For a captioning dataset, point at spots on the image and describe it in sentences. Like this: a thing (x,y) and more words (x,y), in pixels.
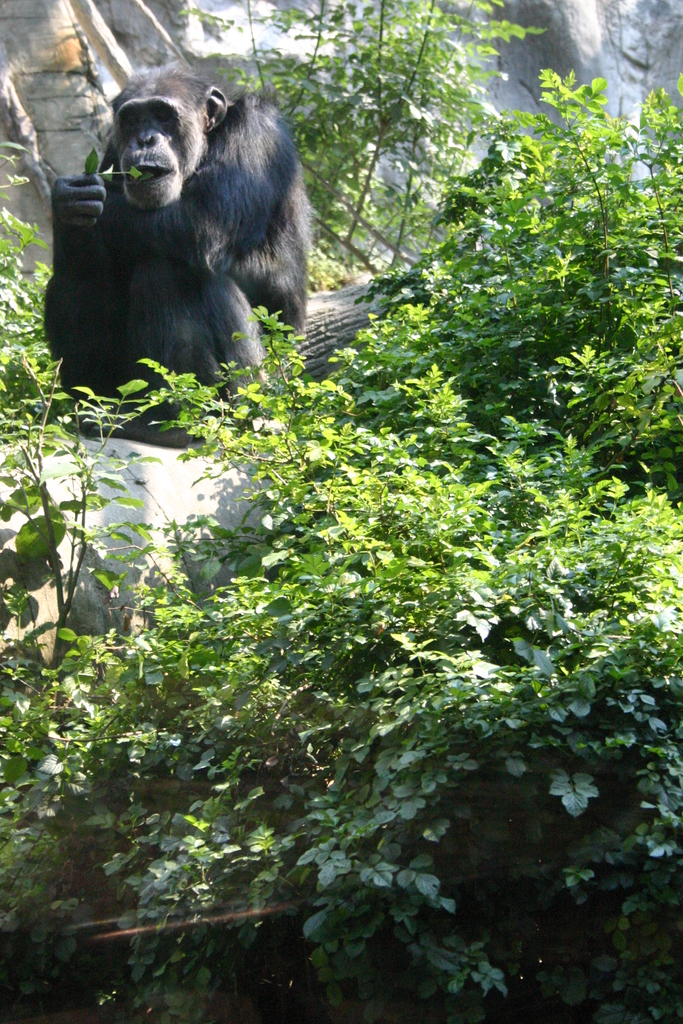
In this picture I can observe chimpanzee (94,323). There are some plants (369,430) in this picture.
